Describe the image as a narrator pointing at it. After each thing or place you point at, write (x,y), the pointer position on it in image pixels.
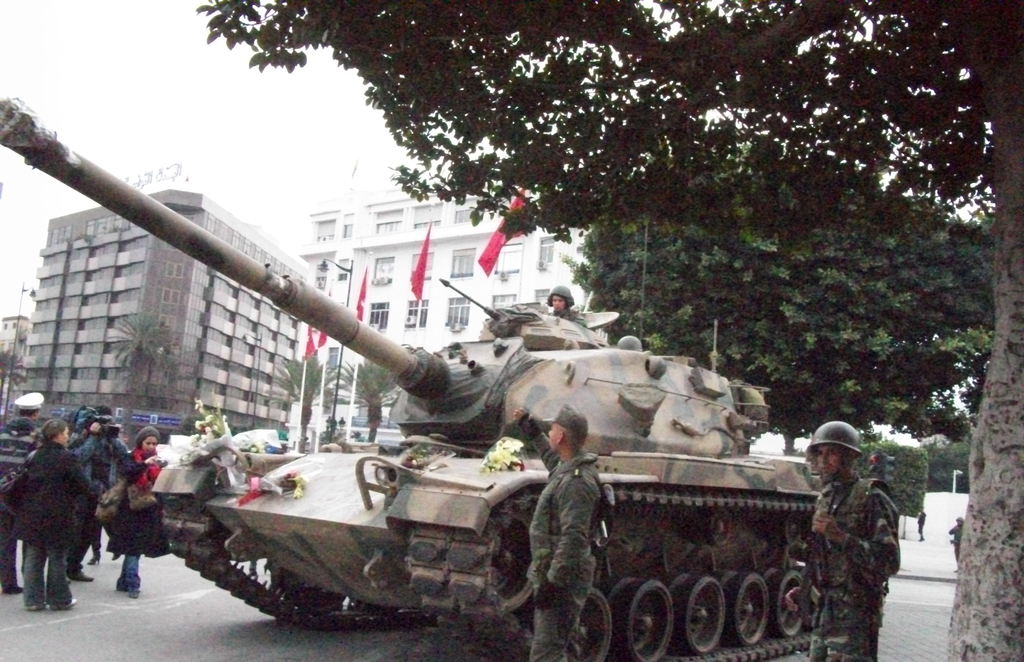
In this image we can see a person (566,300) in the war tank (521,487) which is on the road (153,620) and there are also few persons (108,462) standing on the road (251,614). In the background (130,328) we can see buildings (425,220), flags (493,244) and also trees (549,185). Sky (149,93) is also visible.
